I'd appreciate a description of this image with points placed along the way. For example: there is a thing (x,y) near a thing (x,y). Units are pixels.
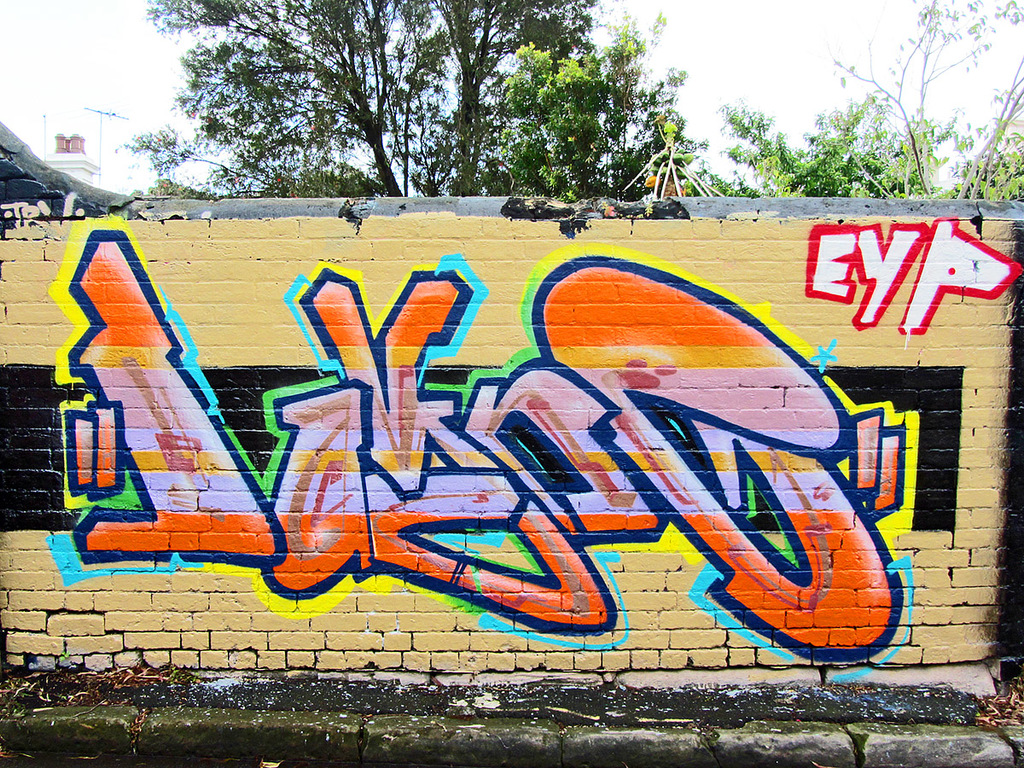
In this image we can see painting (738,467) on the wall (776,417). In the background (573,170) we can see branches (609,90), sky (27,26), and an object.
